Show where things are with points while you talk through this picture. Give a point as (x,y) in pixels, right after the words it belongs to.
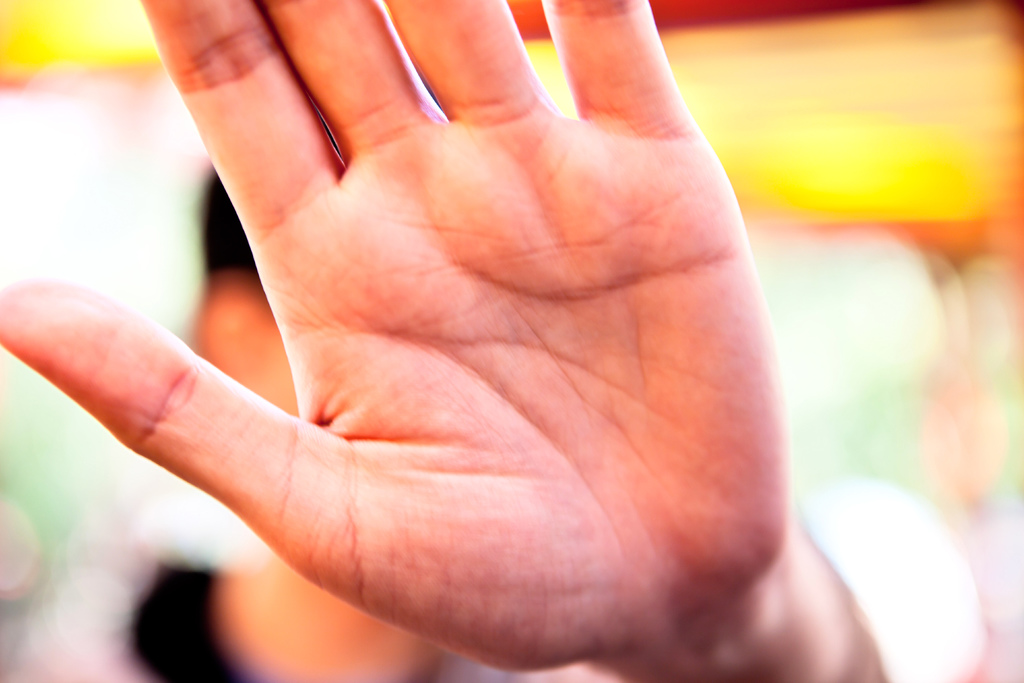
In this picture we can see the hand (307,159) of a person (340,329). Background (132,2) is blurry.
